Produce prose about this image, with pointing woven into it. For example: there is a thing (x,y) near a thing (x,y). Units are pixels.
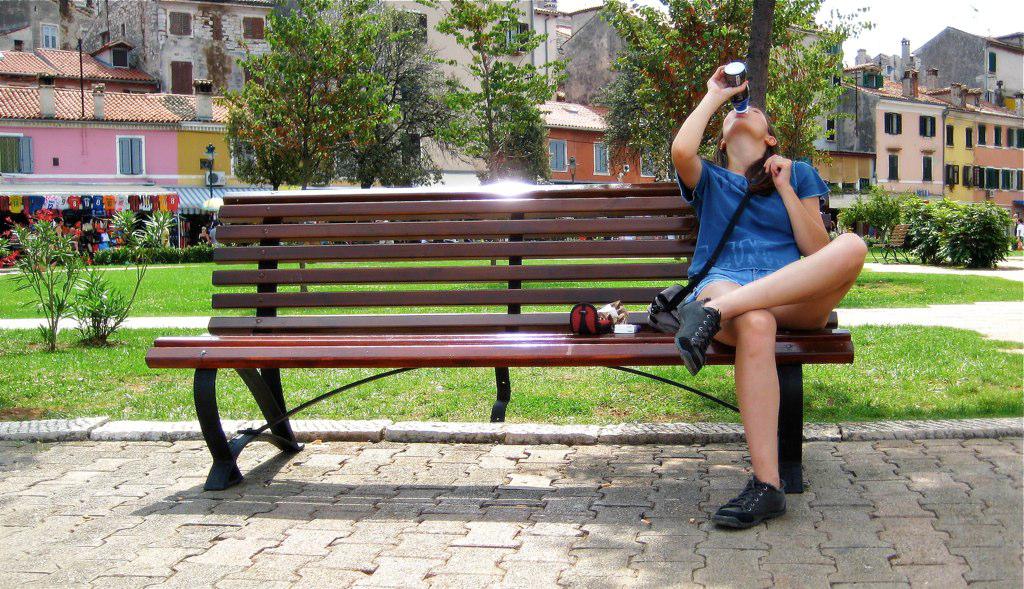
In the foreground of this picture (692,292), there is a woman (721,279) sitting on a bench (493,318). In the background (14,160), there are buildings (153,82), trees (306,119), plants (132,255), grass (124,279) and the sky (903,18).
